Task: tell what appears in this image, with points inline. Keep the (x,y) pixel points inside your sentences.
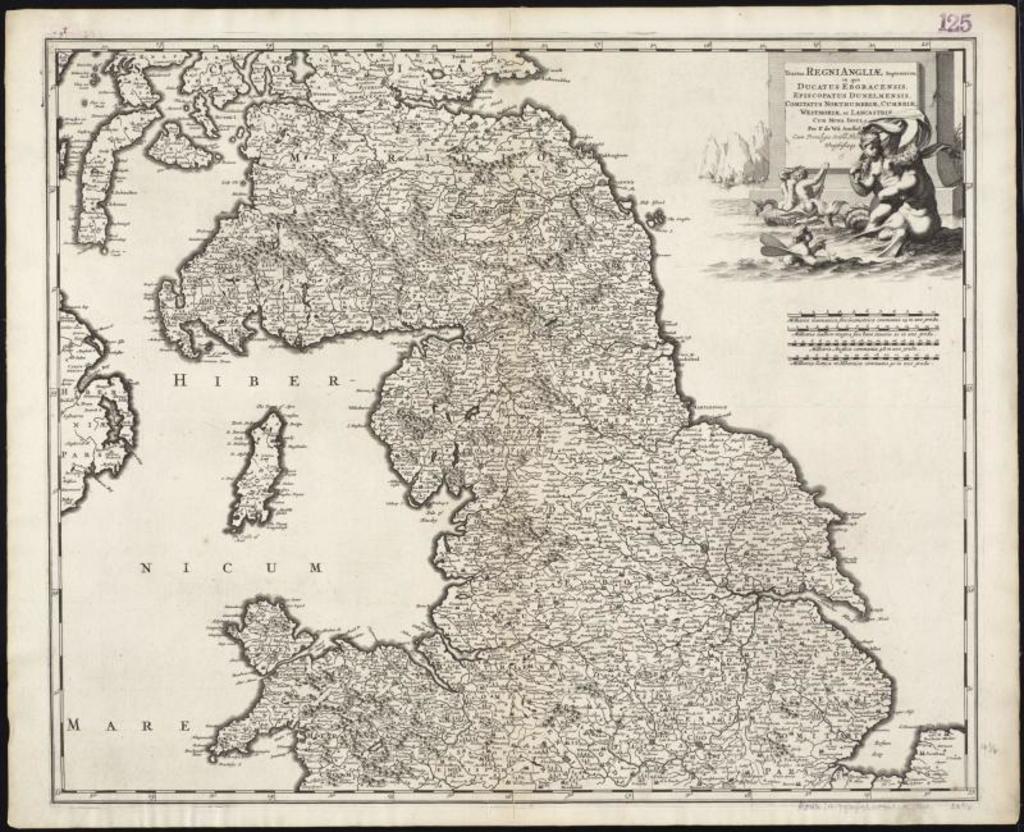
In this image we can see a poster (779,398). On this poster (513,446) we can see a map (463,551), pictures (796,264), and something is written on it.
